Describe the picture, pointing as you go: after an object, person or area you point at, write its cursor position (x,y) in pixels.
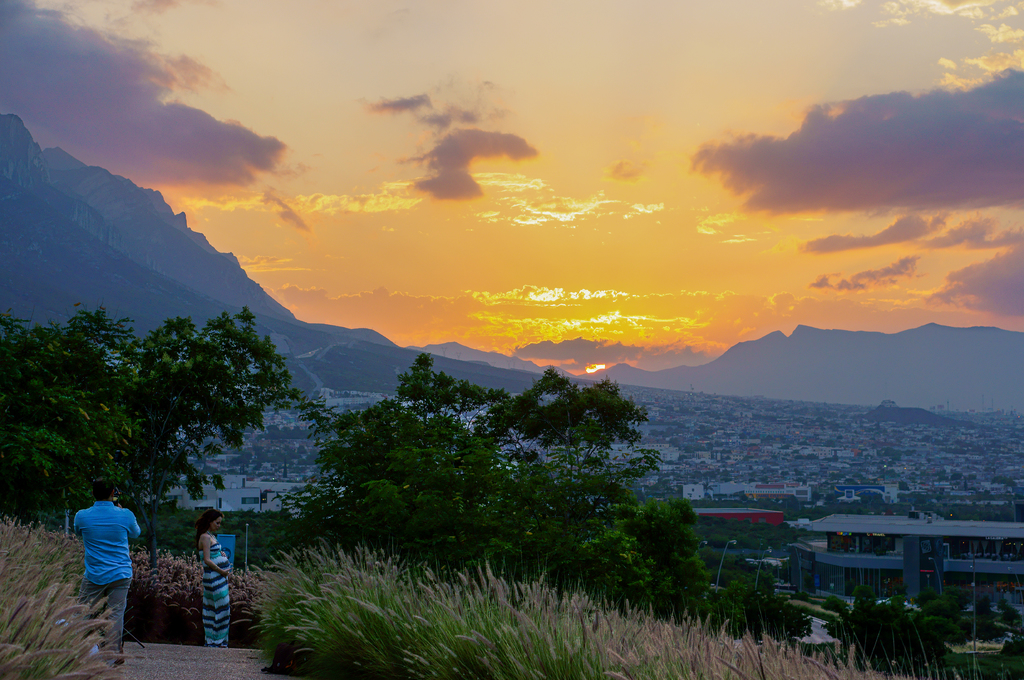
In this image on the left side (102,570) there are two persons (88,564) who are standing, and in the foreground (276,554) there are some plants (273,607) and trees (413,483). And in the background (727,514) there are some buildings (273,445), houses (836,481) and some mountains (375,365). On the top of the image (498,221) there is sky (670,226).
